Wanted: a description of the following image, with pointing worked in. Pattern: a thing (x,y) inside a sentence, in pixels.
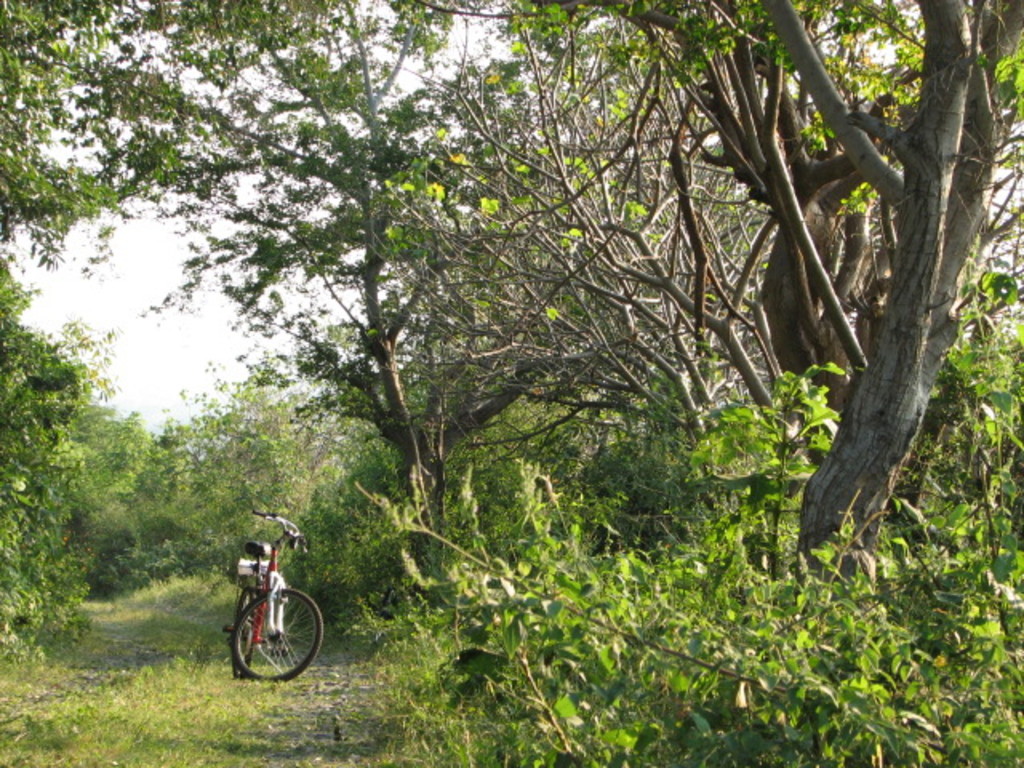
In this image we can see a bicycle (266,584) and there are trees (462,302). At the bottom (317,687) there is grass (383,701). In the background (472,51) there is sky (170,343) and we can see plants (786,507).
